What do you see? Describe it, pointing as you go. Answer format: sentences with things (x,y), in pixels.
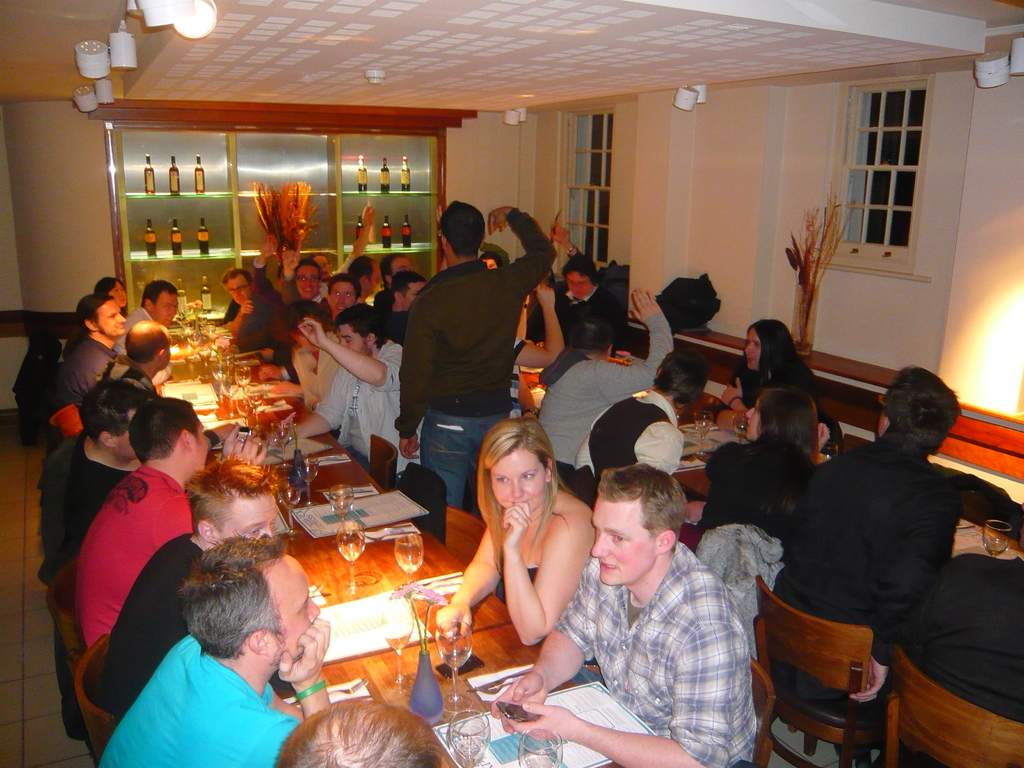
In this image I can see number of people (331,282) are sitting on chairs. On this table (332,672) I can see number of glasses (478,745). In the background (155,181) I can see few bottles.
